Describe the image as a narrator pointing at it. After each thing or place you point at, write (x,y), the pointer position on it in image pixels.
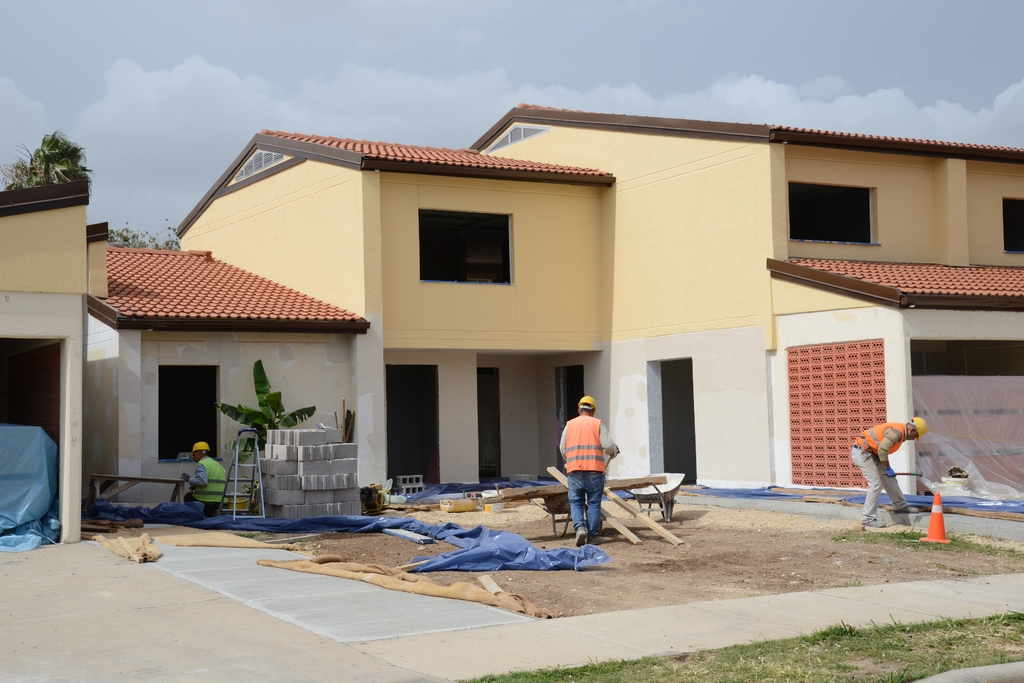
In this image we can see these people (221,478) wearing jackets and helmets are standing here, we can see covers (946,503), trolleys (637,493), ladder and a few more objects (487,585) and a plant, houses (596,320) and the sky (466,20) with clouds (466,20) in the background (967,67).
